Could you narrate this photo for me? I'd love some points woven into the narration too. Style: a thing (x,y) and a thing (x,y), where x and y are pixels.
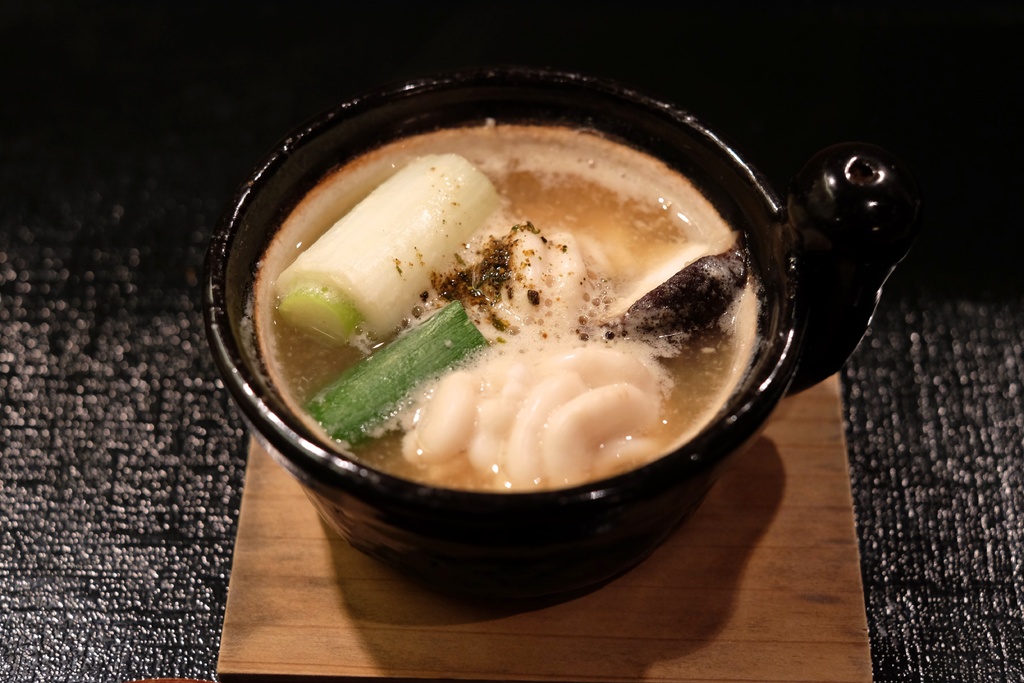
In the picture we can see a black color cup (570,505) which is placed on the wooden plank (811,505) which is placed on the black color mat (891,510) and in the cup (591,527) we can see a soup (426,424).
